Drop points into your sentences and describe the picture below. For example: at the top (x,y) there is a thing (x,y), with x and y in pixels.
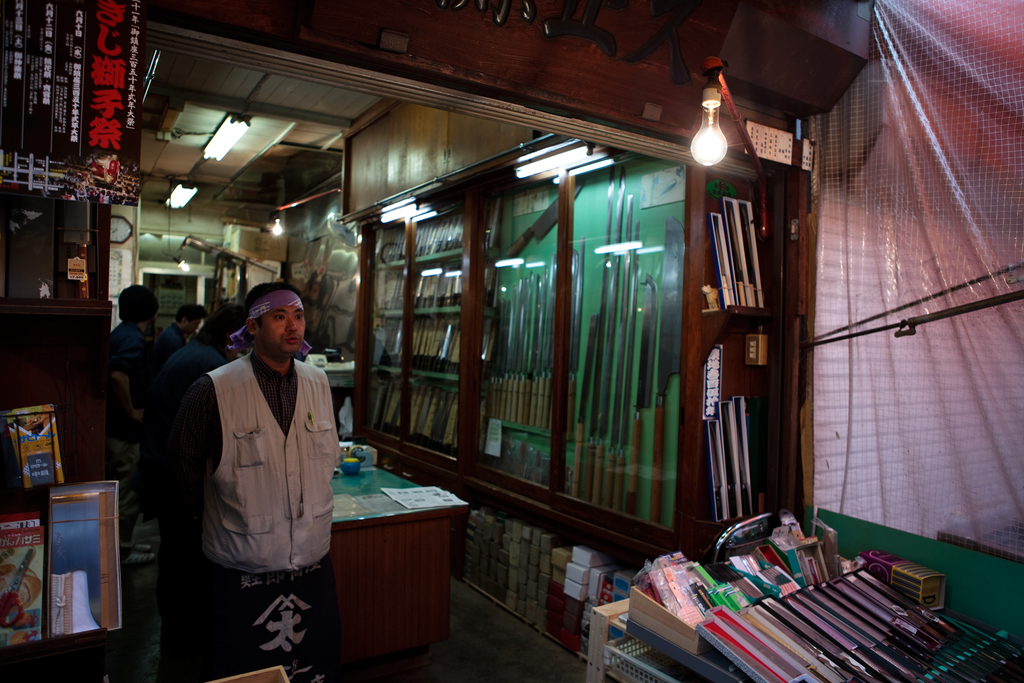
There is a person (266,378) standing. Beside him, there are many materials (770,611) on the table (714,674). In the background (710,145), there is a light (694,148), knives (634,306) arranged in shelf (555,301) covered with glass (665,309). Top this, there are lights (221,139), wall (288,217), other items (82,220) and persons (142,338).
